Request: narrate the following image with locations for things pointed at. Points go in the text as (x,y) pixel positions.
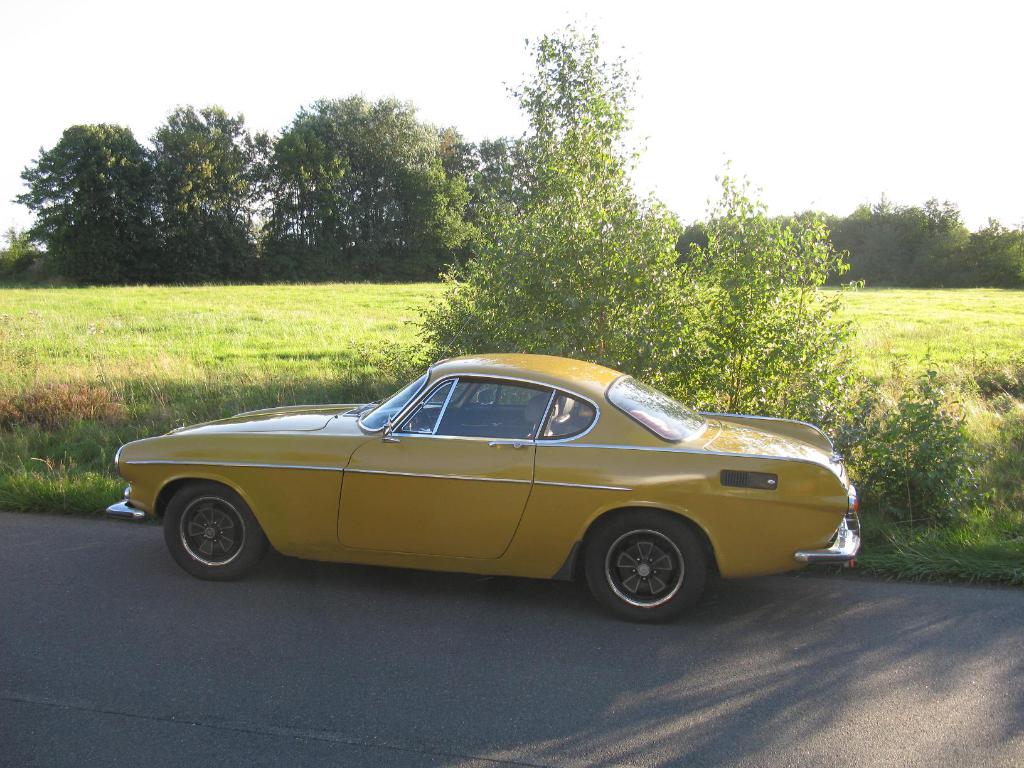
In this picture we can observe yellow color car (303,519) on the road (402,691). We can observe some plants (521,309) and grass (179,337) on the ground (327,327). In the background (298,234) there are trees (338,228) and a sky (259,105).
